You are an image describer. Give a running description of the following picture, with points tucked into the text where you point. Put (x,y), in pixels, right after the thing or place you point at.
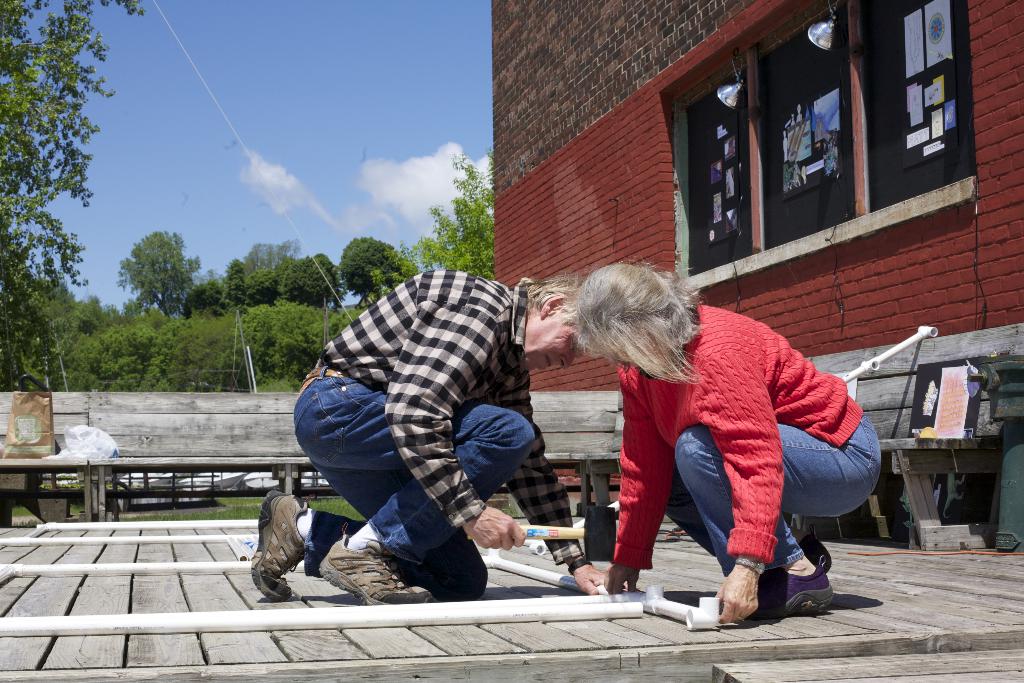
In this image we can see an old man (518,417) wearing shirt (536,464), shoes (388,575) and socks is holding a hammer (546,530) and a woman (699,444) wearing sweater (733,424) and shoes (824,553) are on the wooden surface (796,622). Here we can see pipes (244,568), you can see wooden benches (950,466), brick wall (614,148), windows (774,84), lights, trees (297,284) and the sky (171,204) with clouds (296,185) in the background (242,146).
